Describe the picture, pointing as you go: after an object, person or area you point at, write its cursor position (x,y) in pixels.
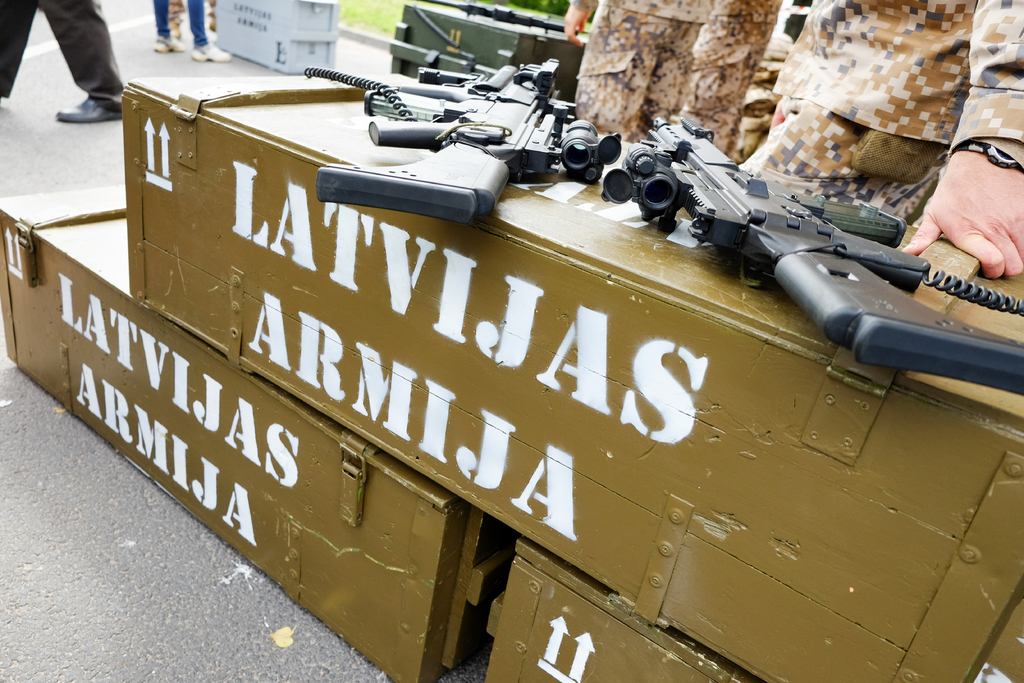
In the foreground of this image (469,440), there are three boxes (478,498) on which two guns (497,153) are placed. In the background (806,170), there are few persons (780,181) standing, boxes (312,40), and the guns (496,15).
